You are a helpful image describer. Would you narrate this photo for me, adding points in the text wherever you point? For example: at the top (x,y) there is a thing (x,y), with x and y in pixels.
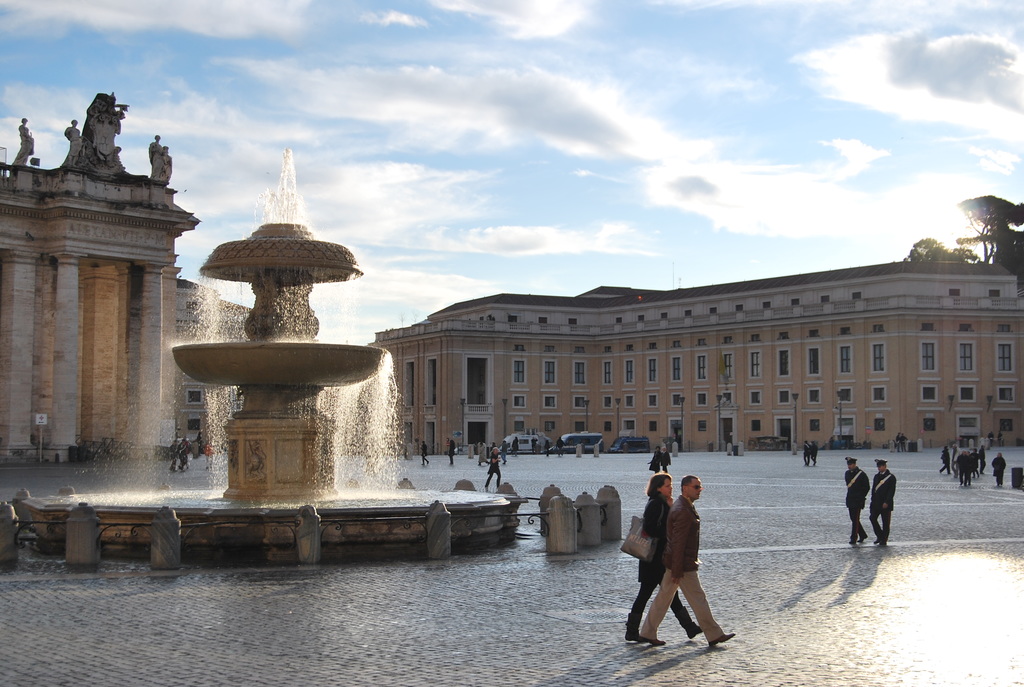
In this image I can see few buildings (63,255), sculptures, water fountain (357,479), few trees (1019,251), clouds (362,185), the sky (482,181), few vehicles (565,443) over there and I can also see number of people (692,491) are standing.
